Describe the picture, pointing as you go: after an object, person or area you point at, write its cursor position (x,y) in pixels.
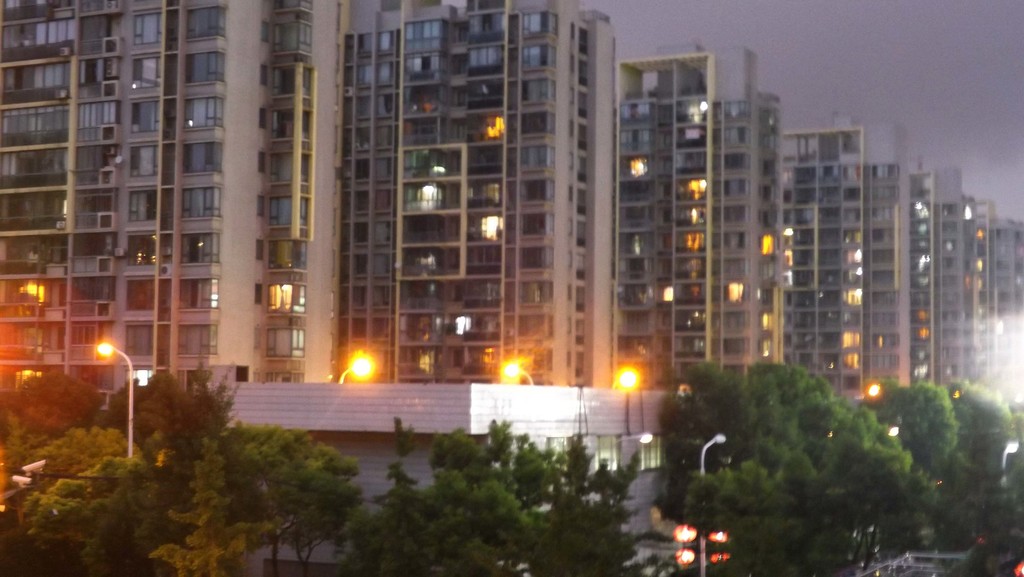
In this image we can see trees (200,481), lamp post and buildings (362,218).
